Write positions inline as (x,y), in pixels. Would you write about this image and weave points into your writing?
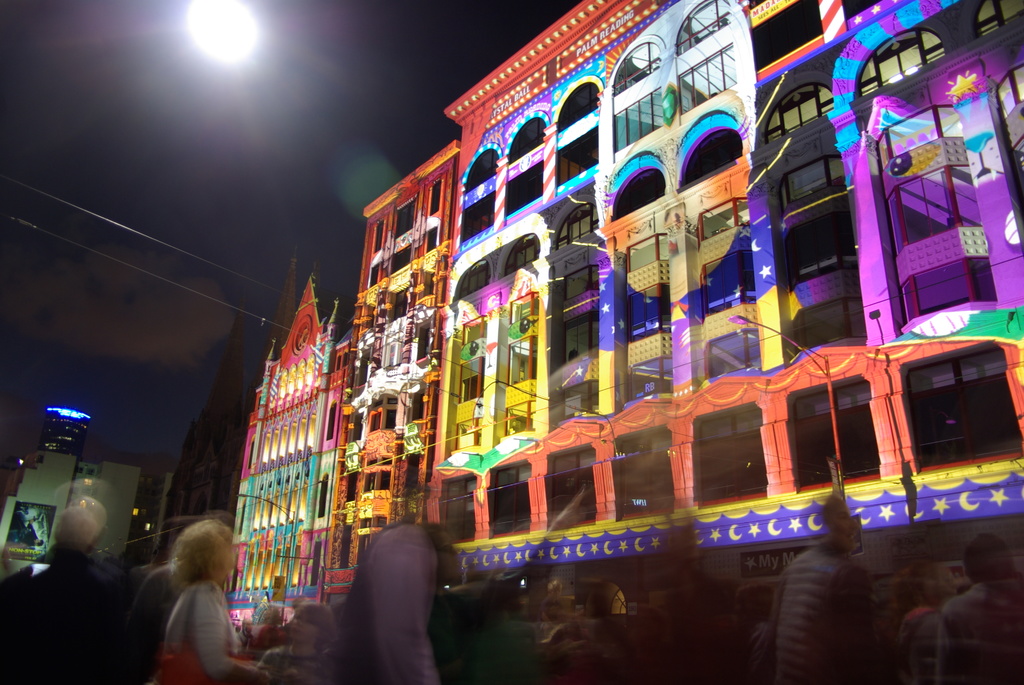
In this picture I can see buildings (201,450), few people (47,640) standing and I can see a light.
